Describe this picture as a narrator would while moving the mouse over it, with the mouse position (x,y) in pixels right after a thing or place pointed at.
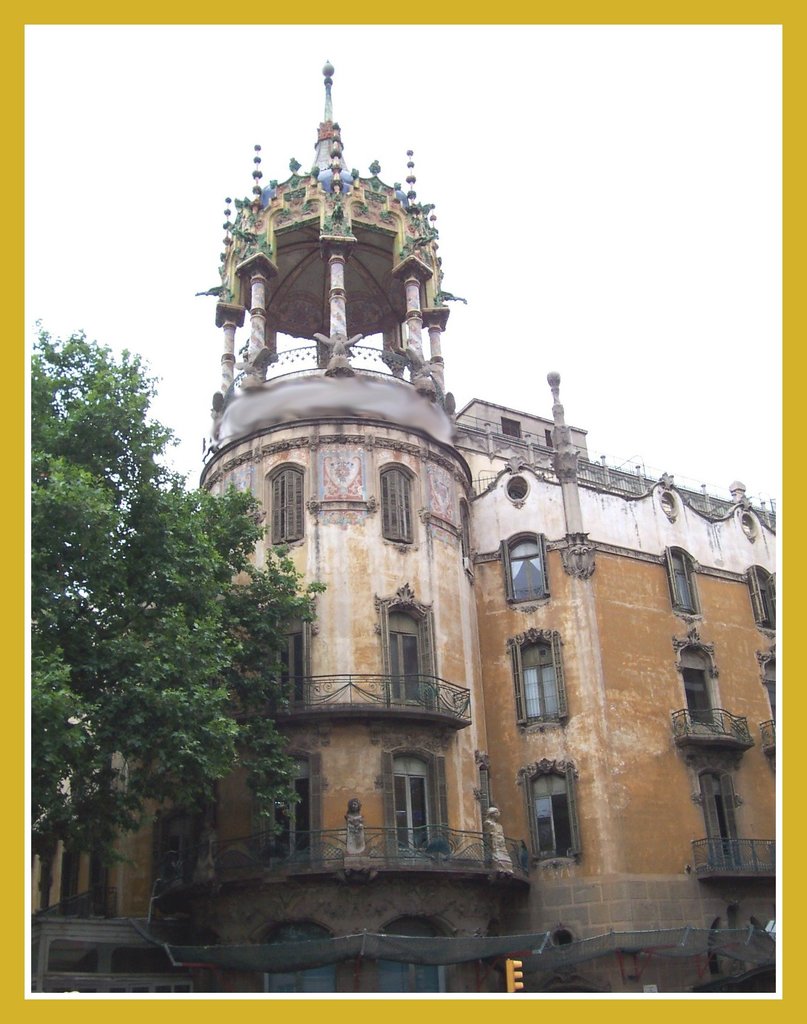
This is a poster card. In this image we can see a tree (300,576), building (241,851), windows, railing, traffic signal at the bottom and the sky (728,33).
